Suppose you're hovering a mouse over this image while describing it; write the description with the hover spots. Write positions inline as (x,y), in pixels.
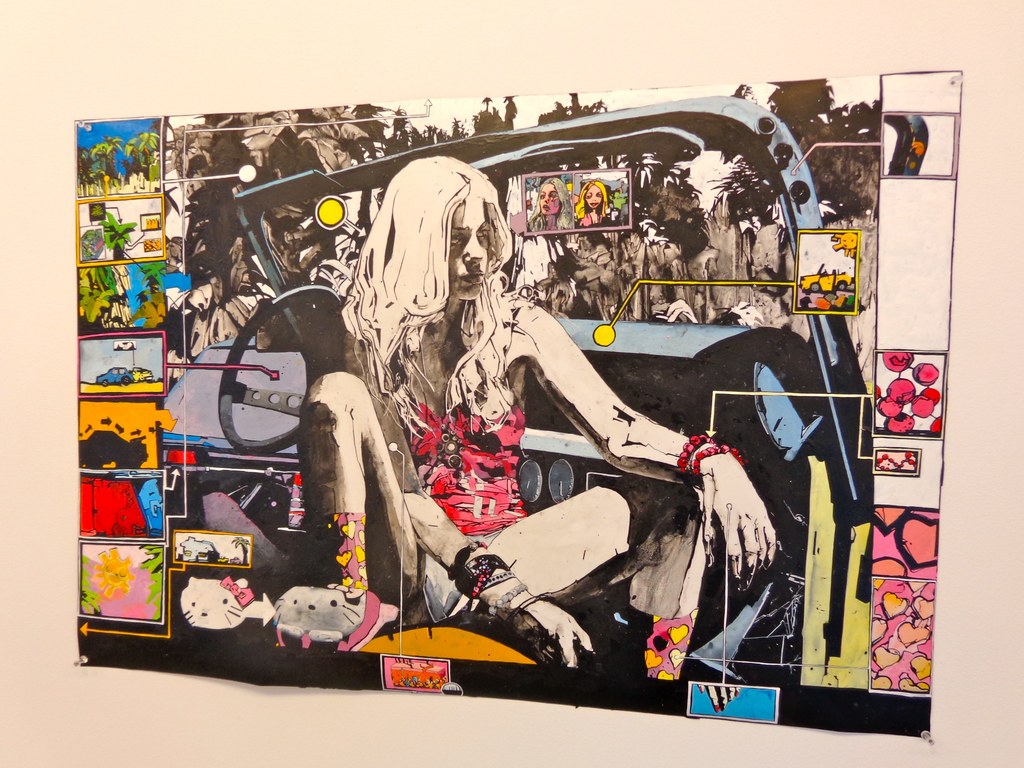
In this picture I can see a painted paper (335,352) sticked to the wall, on which I can see a woman (433,478) and some painted pictures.
